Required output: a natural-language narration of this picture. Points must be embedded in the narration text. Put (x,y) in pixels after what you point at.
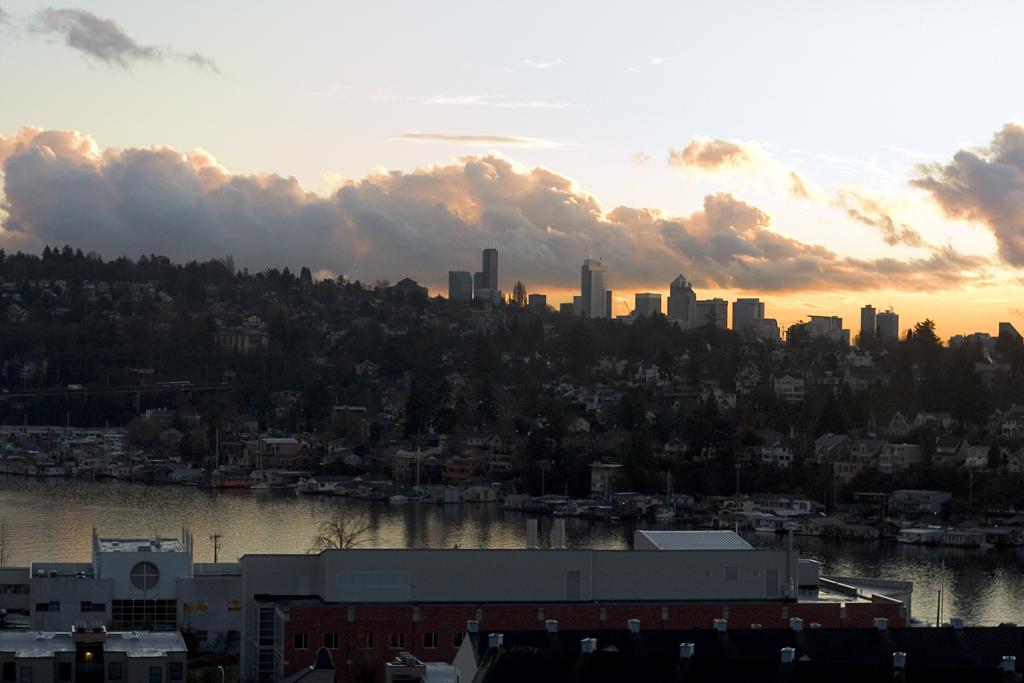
In the picture there are some houses (260,592) and behind the houses (756,598) there is a river (521,541) and behind the river (974,611) there are many buildings (492,435), some houses (588,430) and there are few trees (641,337) in between those buildings (870,367).
